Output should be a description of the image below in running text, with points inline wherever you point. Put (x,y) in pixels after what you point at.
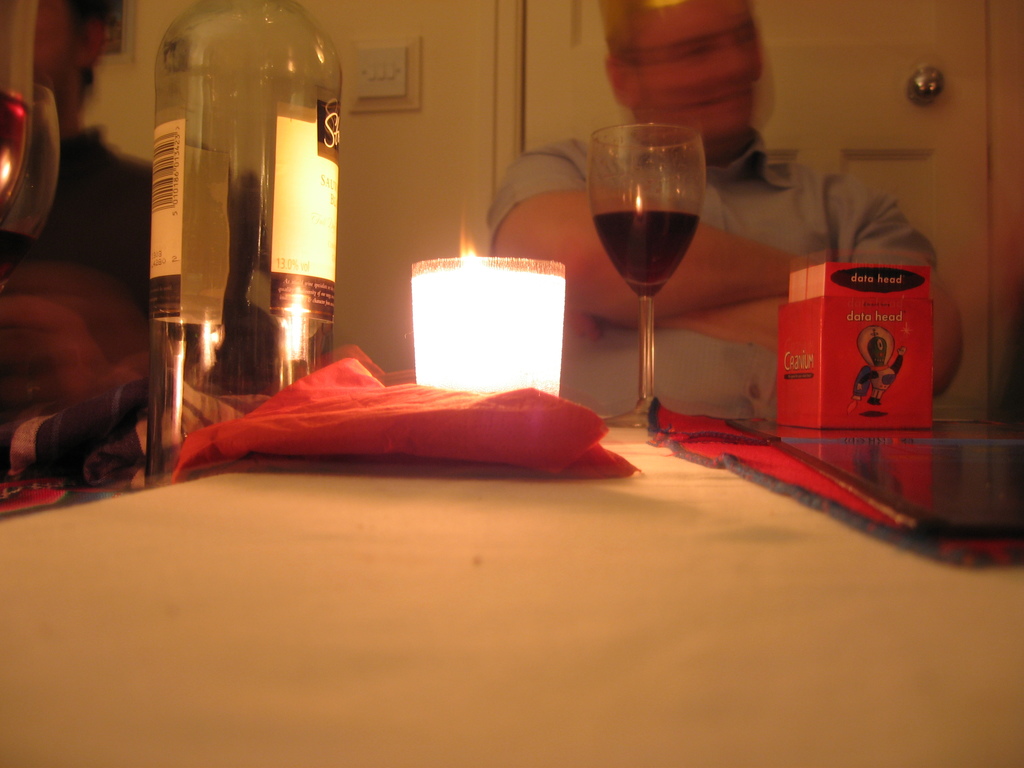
On the background (409,137) we can see wall (426,75), switch board (395,82) and a door (923,73). Here we can see men (718,102) sitting on chairs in front of a table (307,754) and on the table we can see box (888,353), cloth (551,413), glass (694,199) with drink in it and a bottle (161,318).
